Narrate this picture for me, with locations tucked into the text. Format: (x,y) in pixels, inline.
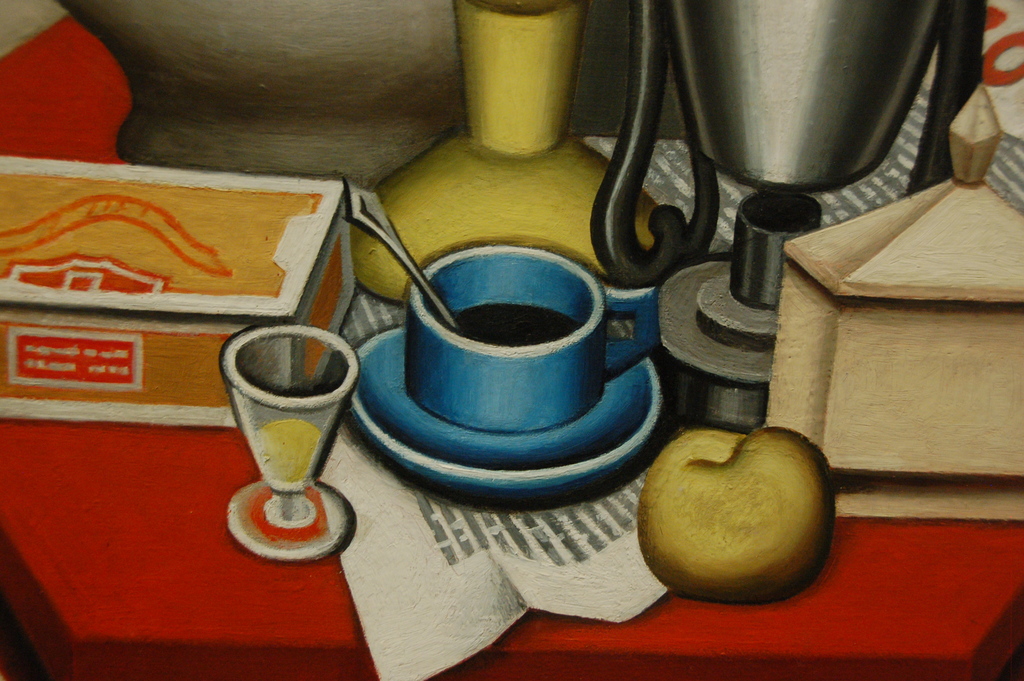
In this image there is a drawing (710,632) in that there is a table (216,652) on that table (194,539) there is a fruit (694,525), cup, glass (319,443), box (29,224) and other items (793,161).
